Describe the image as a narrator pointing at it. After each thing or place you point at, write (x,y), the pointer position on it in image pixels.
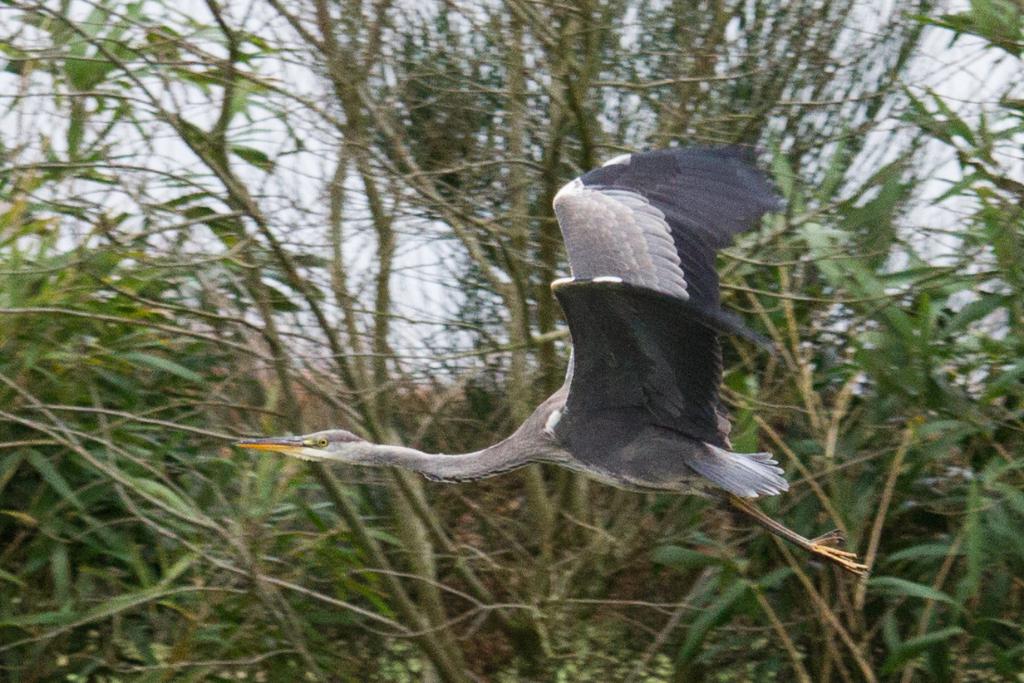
In this image I can see a bird (677,489) and I can see colour of this bird (500,445) is white and black. In the background (245,279) I can see few trees (384,235).
